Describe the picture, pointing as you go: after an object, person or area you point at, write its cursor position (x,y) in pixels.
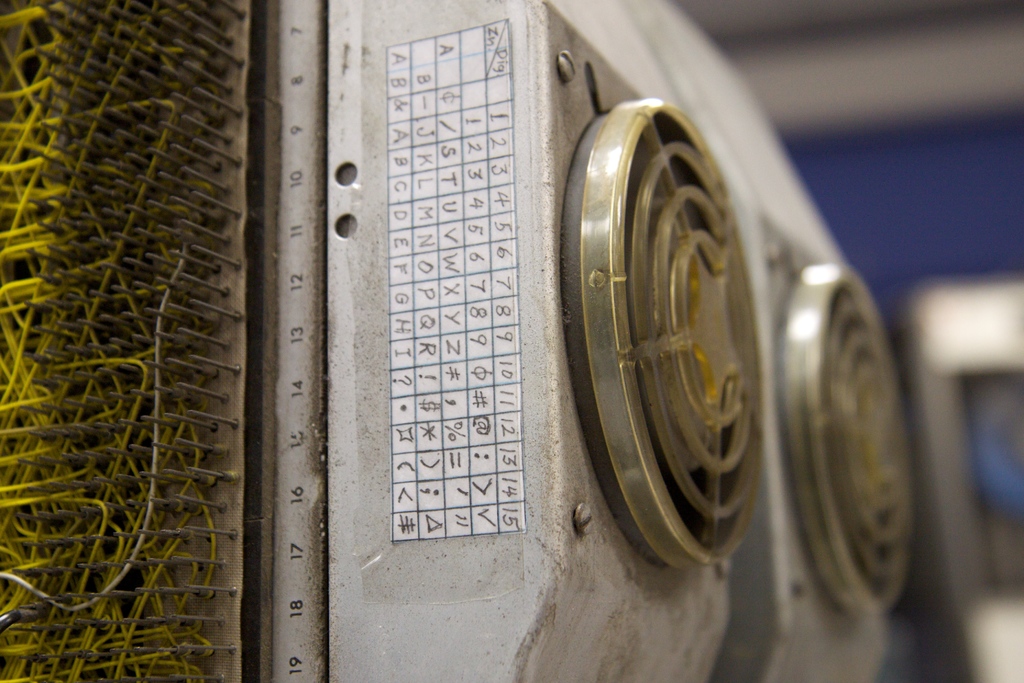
In this image I can see the machine (223,431) which is in ash color. And there is a blurred background (885,28).
